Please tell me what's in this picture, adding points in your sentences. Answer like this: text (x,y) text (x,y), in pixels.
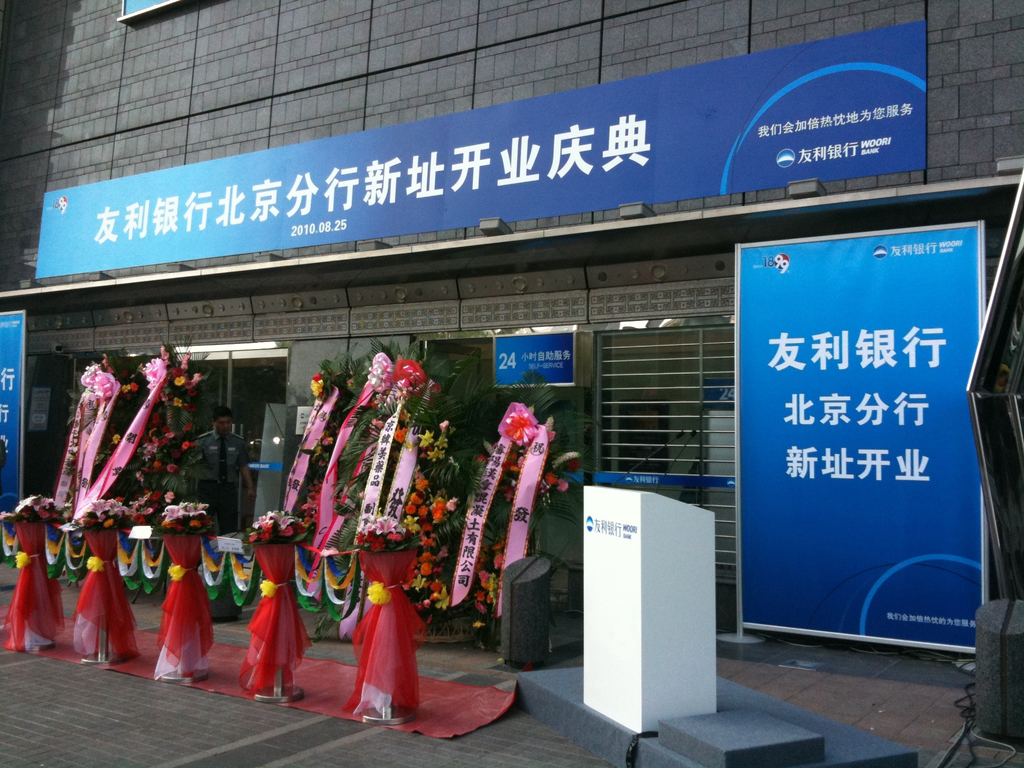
In this image I can see many flower bouquets (187,521) and some decorative objects (234,586). To the right (684,568) I can see the podium (682,596) and the banner (766,479). To the left (11,459) I can see another banner (10,449). In the background (222,433) I can see the person (226,448) standing and there is a building (461,315) with windows (489,338) and the many boards (746,148).
